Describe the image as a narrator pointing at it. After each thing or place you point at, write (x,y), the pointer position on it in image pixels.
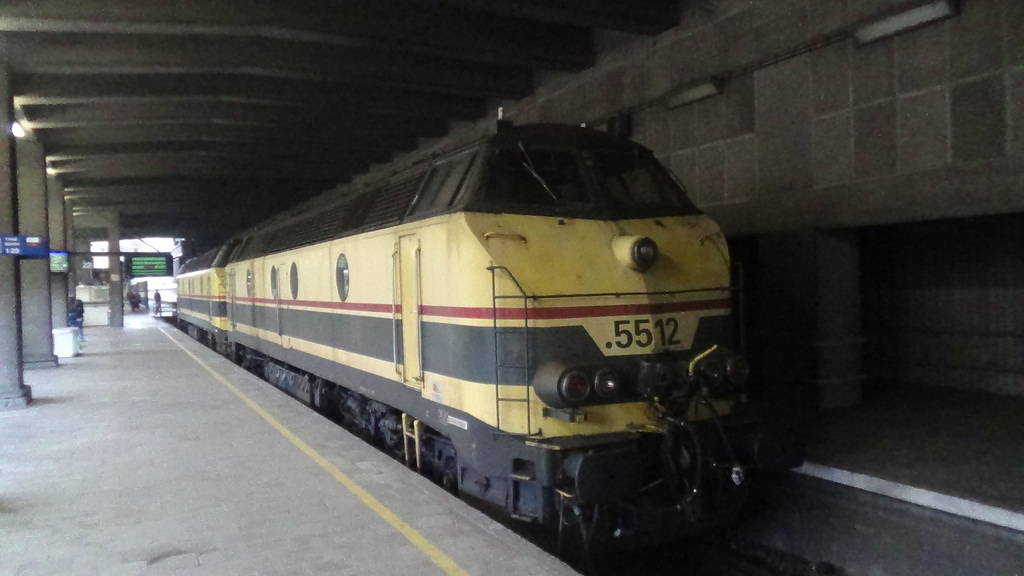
This image is taken in a railway station (635,561). In this image we can see the train (360,362). We can also see the platform (268,443), boards (163,277), box (68,342) and also the people (140,306) in the background (154,295). At the top (211,133) we can see the roof (333,122) for shelter. We can also see the pillars (31,201) and also the lights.
